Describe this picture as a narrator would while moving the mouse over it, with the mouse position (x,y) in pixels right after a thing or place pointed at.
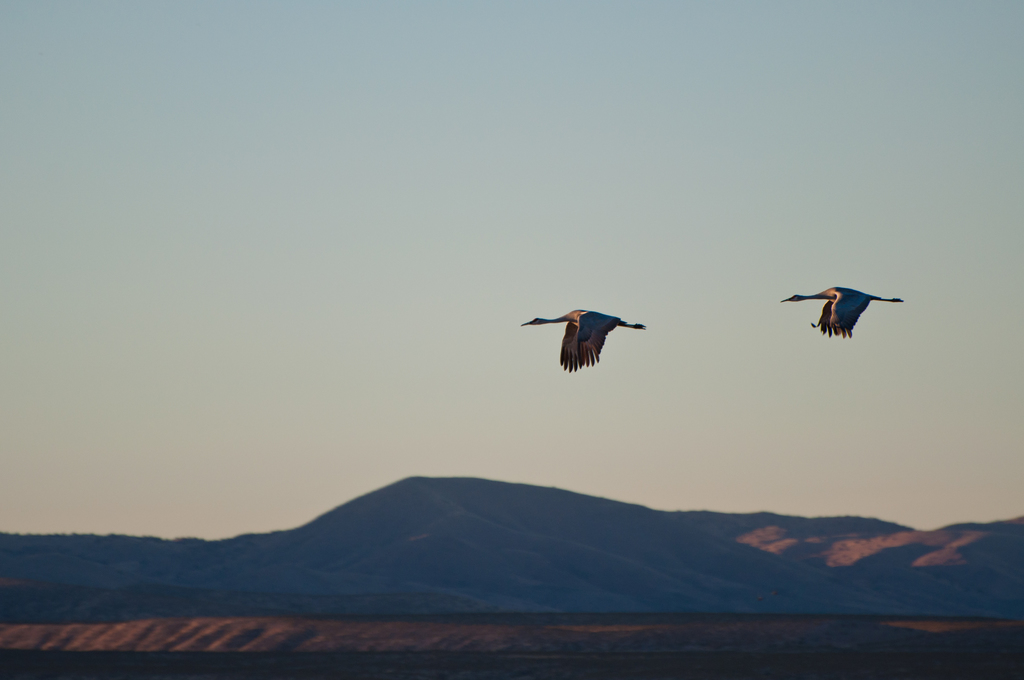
In this image we can see birds (833,308) flying in the air (147,520), hills (808,520) and sky (607,289).
